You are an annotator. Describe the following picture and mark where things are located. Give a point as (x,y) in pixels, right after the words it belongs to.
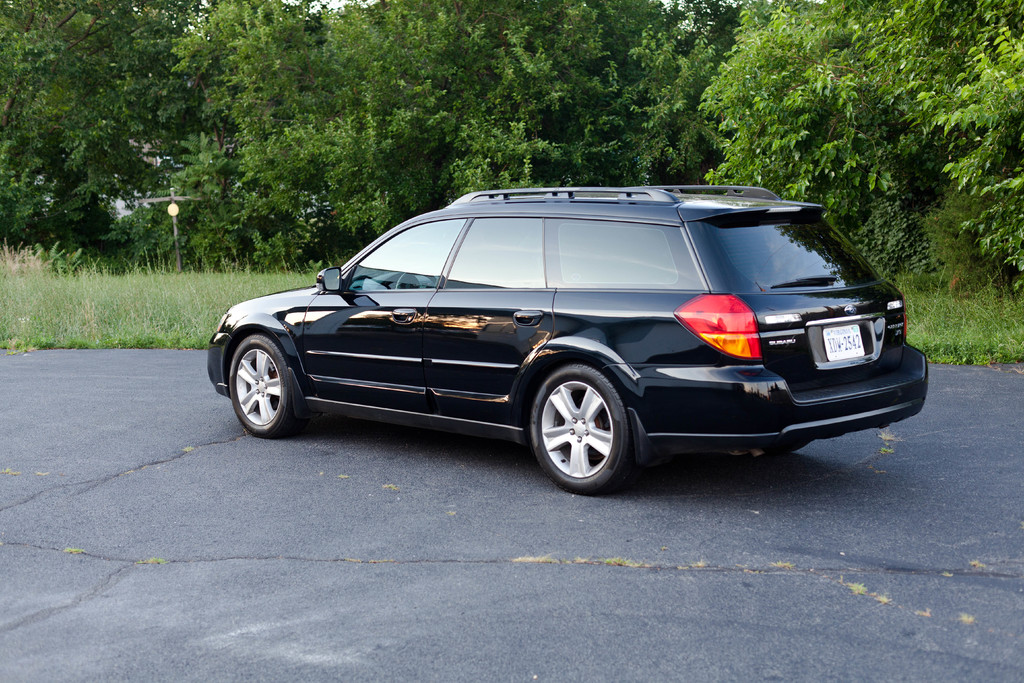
In this picture we can see a black car (531,371) parked on the road (415,461) and behind the car (560,310) there is the grass (194,296), a pole (163,199) and trees (526,112).
